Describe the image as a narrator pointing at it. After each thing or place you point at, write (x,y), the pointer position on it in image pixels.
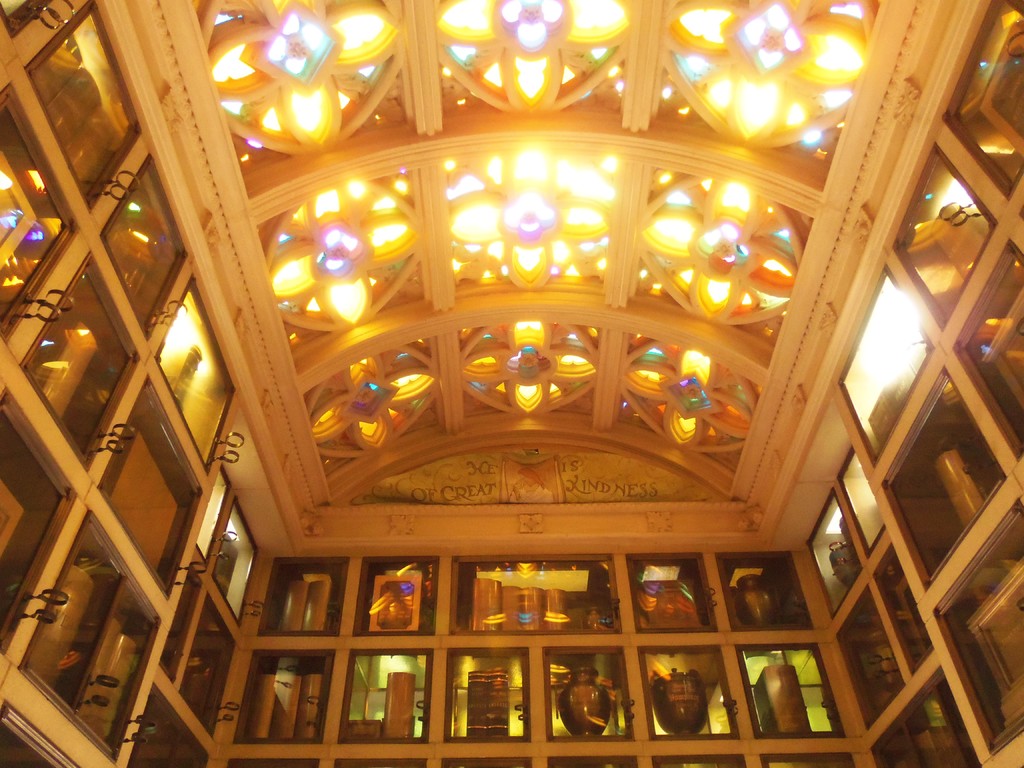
In this picture we can see pots (688,722) and some objects (679,588) in cupboards (202,682) and on ceiling (566,389) we can see the lights (543,154).
